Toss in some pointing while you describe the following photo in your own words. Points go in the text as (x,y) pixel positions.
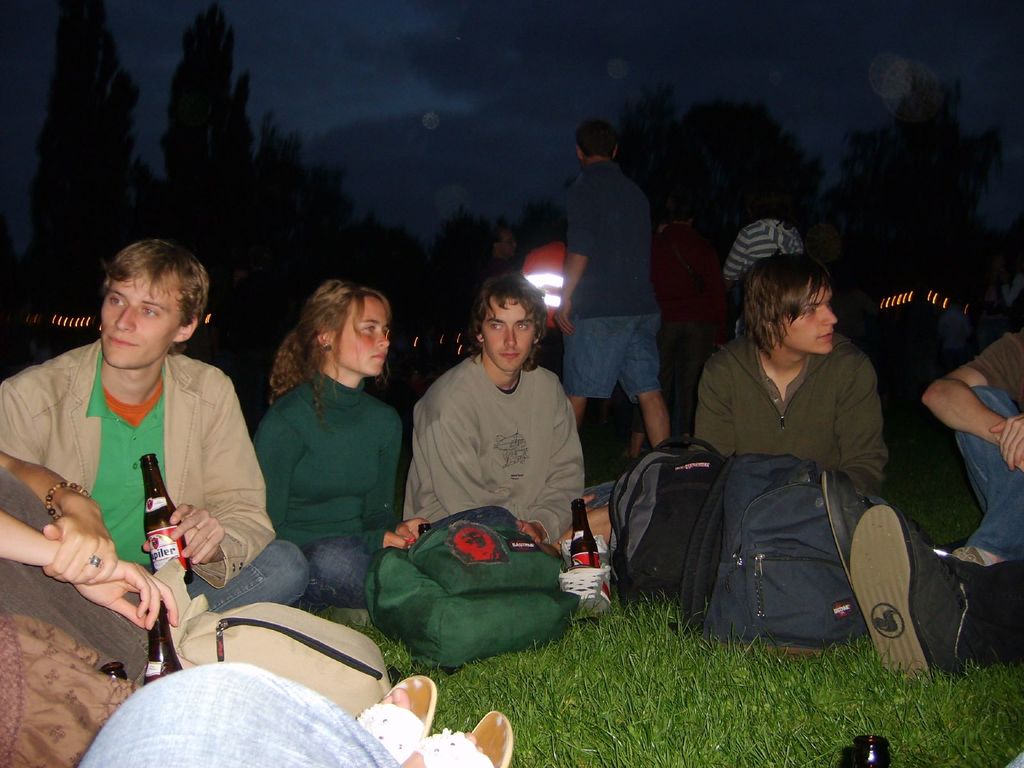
This image consists of so many persons (434,390) in the middle (516,427). There are bags (716,631) in front of them. Some of them are holding bottles (574,556). There is sky (30,31) at the top (451,161). There are trees (934,196) at the top (91,139).
